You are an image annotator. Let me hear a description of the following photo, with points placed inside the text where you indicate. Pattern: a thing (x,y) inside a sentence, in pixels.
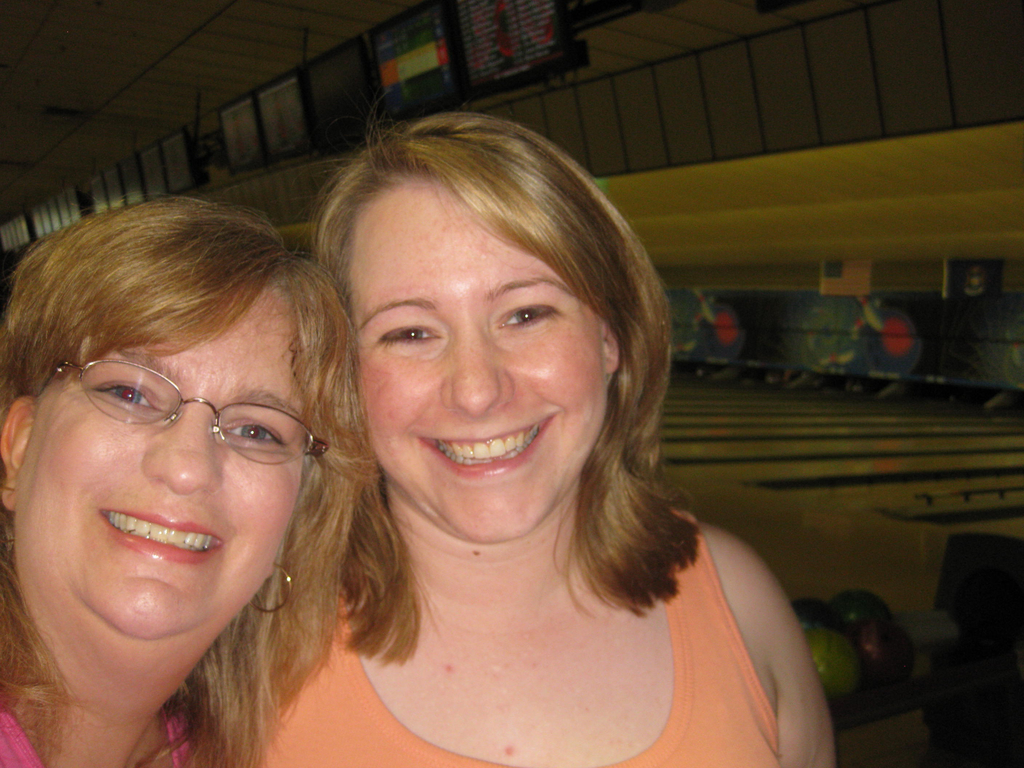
In this image I can see two people (359,650) with pink and orange color dresses (398,751). And these people (217,486) are smiling. I can see one person (133,419) with the specs (127,422). To the side I can see the bowling place (764,443) and also I can see the balls (841,631) which are in different colors. In the background (110,202) there are screens (253,153).
